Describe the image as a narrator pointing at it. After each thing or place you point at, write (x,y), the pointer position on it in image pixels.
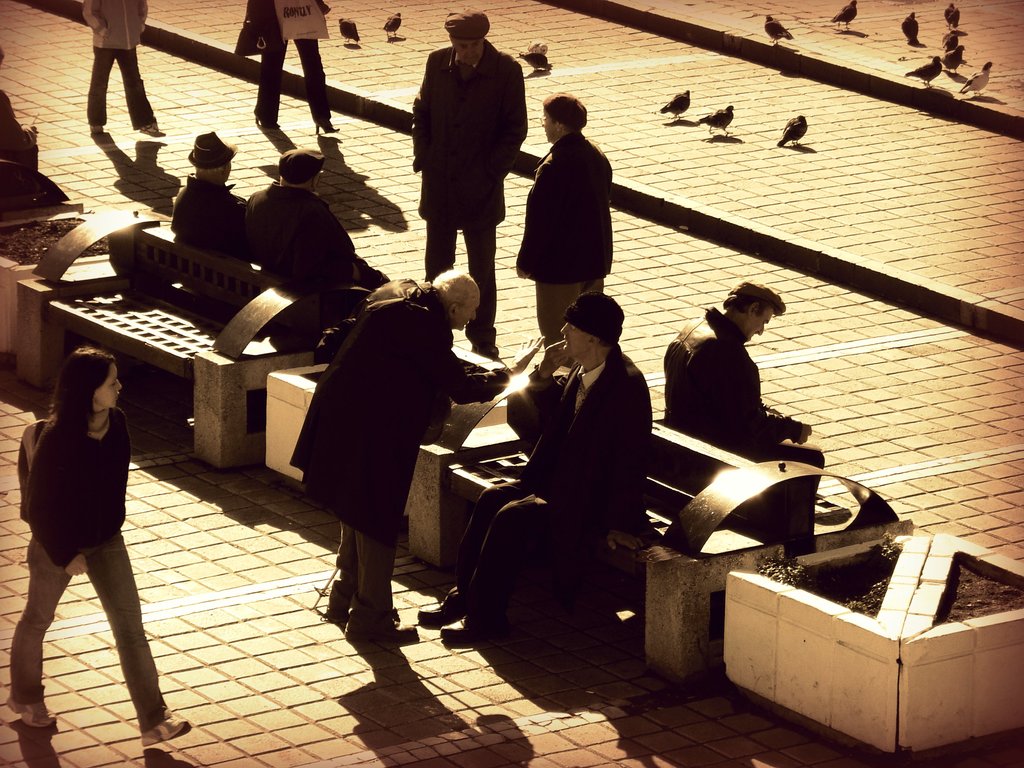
In this image we can see these people (243,199) are sitting on the bench (108,288) and these people (33,709) are walking on the road (360,644). In the background (967,97), we can see many pigeons (910,33) on the road (901,53).
